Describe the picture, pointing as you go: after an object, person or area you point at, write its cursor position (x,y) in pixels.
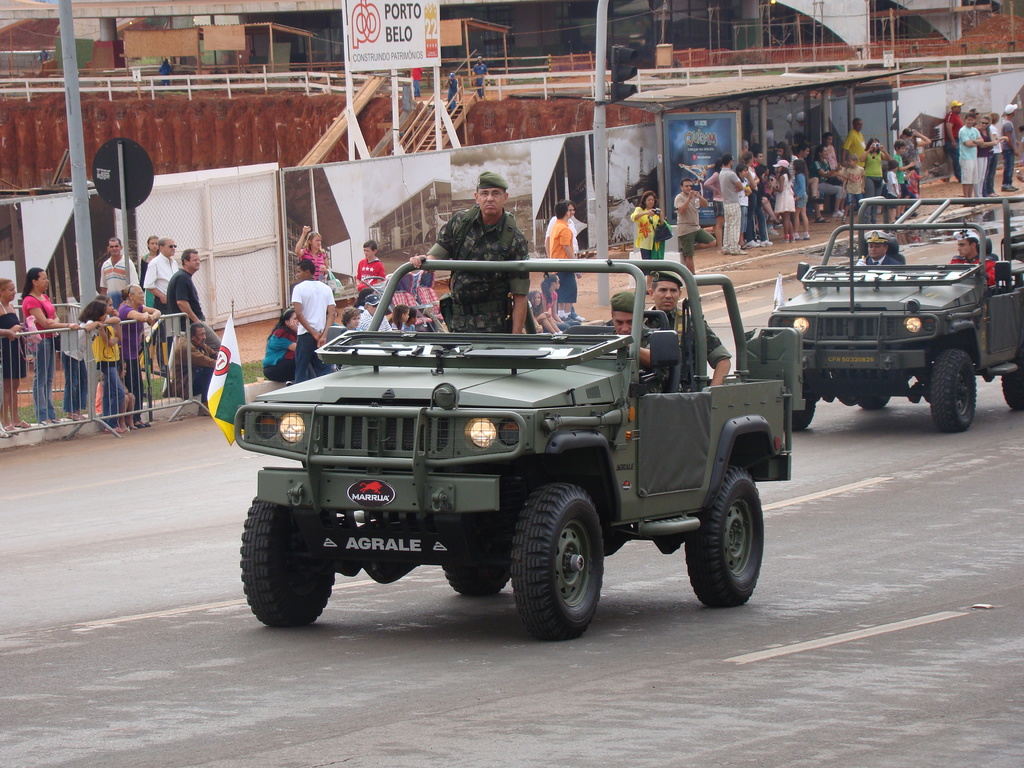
In the picture I can see two vehicles (926,370) on the road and there are a few persons (988,276) in the vehicles (698,391). I can see a group of people (47,354) standing on the side. I can see the metal fencing (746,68) and poles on the side of the road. I can see the glass windows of a building (850,3) at the top of the picture (880,9).
